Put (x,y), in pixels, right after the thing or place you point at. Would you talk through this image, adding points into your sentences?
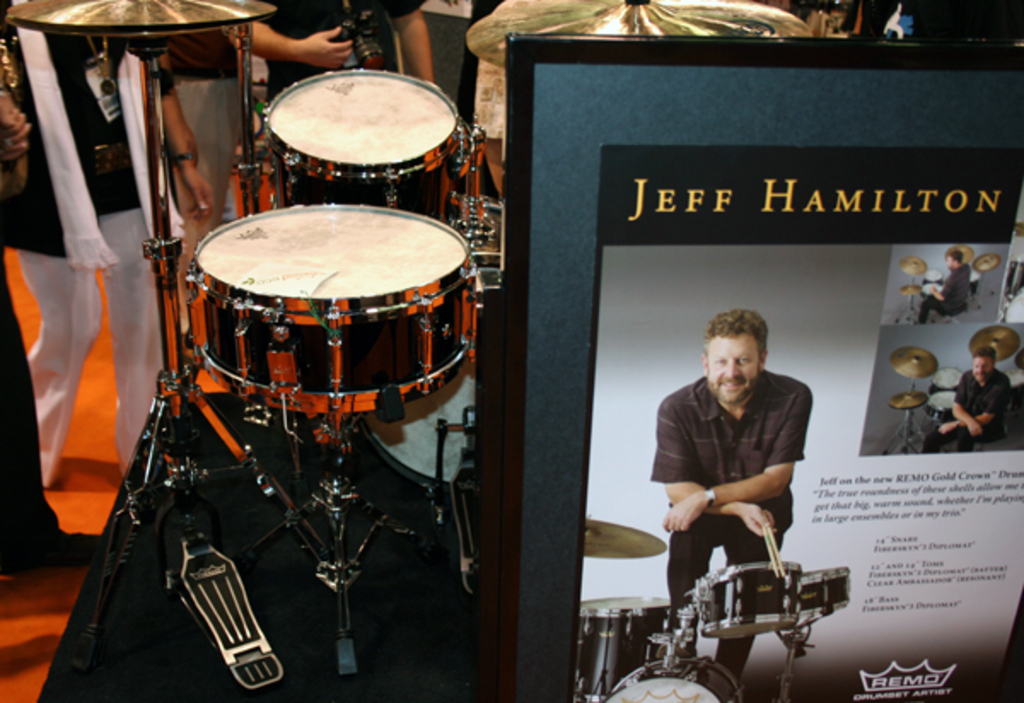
In this picture there are group of people (80,115) standing and there are drums (257,245). On the right side of the image (729,174) there is a board (914,627) and there is text (1008,474) and there is picture (749,580) of a person (733,534) on the board (759,542). At the bottom (66,493) there is a floor (95,452).
